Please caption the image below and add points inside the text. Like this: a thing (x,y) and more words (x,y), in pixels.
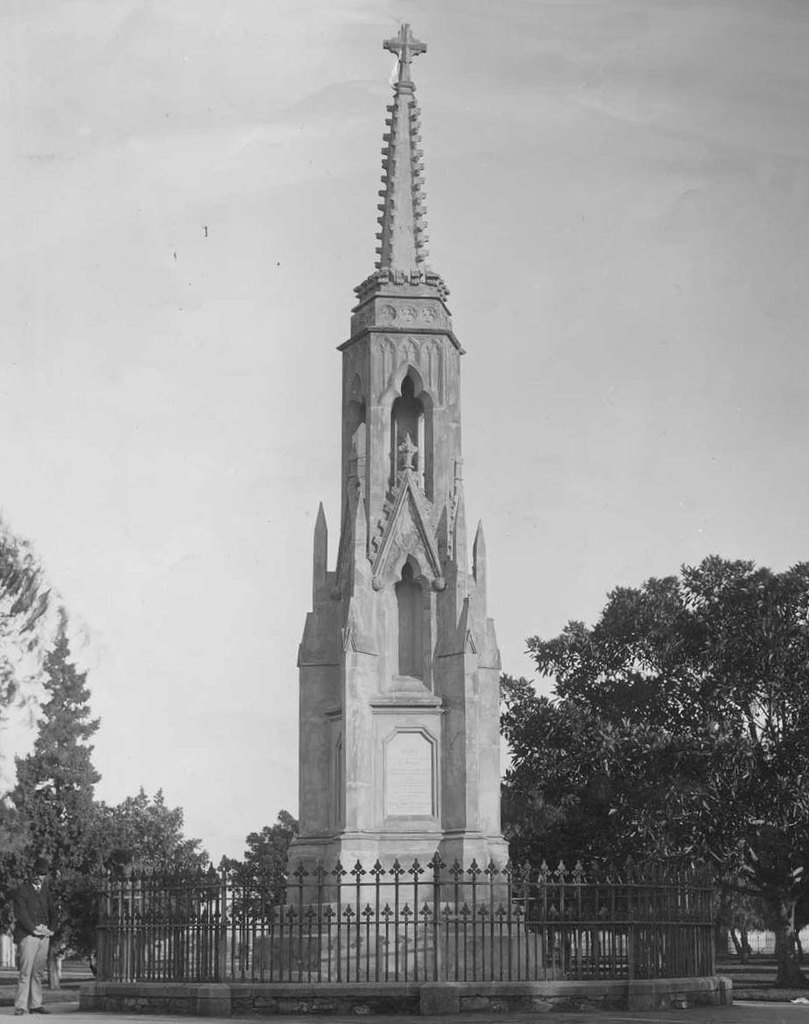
This picture shows a tower (404,345) and we see a metal fence (695,928) around it and few trees (149,854) and a man (50,902) standing. He wore a cap (44,870) on his head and we see a cloudy sky (36,71).
